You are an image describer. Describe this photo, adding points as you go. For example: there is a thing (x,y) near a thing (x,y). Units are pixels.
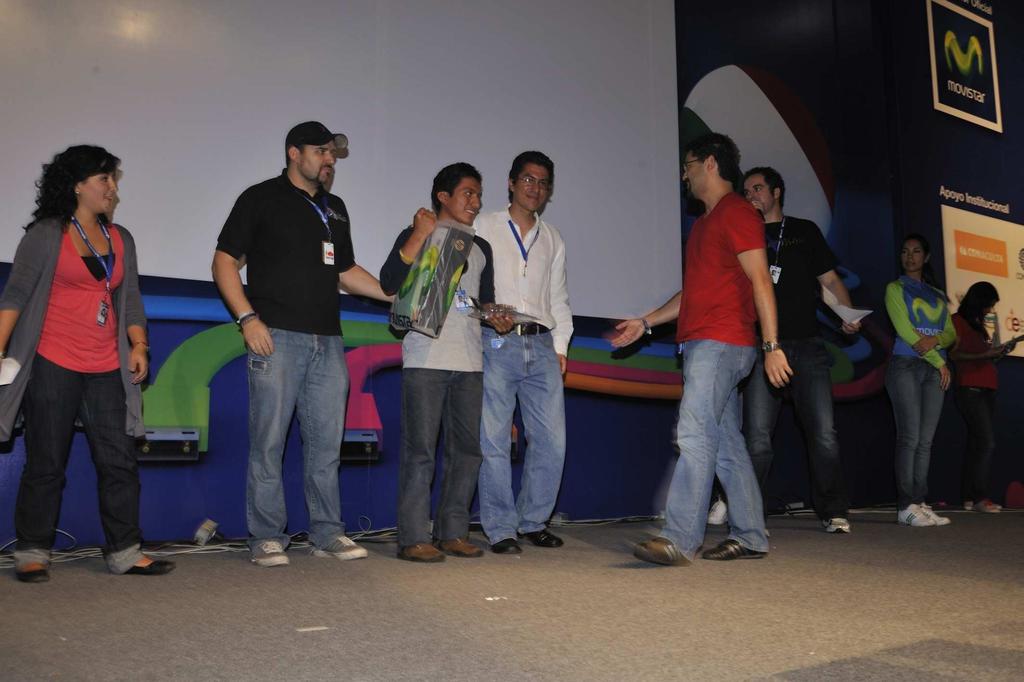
In this picture we can see some people (255,309) are standing, a man (467,329) in the middle (416,322) is holding a box (424,323), on the left side (195,111) there is a projector screen (258,62), on the right side (955,216) we can see hoarding (971,213), there is some text (991,203) on these hoardings (940,90).
